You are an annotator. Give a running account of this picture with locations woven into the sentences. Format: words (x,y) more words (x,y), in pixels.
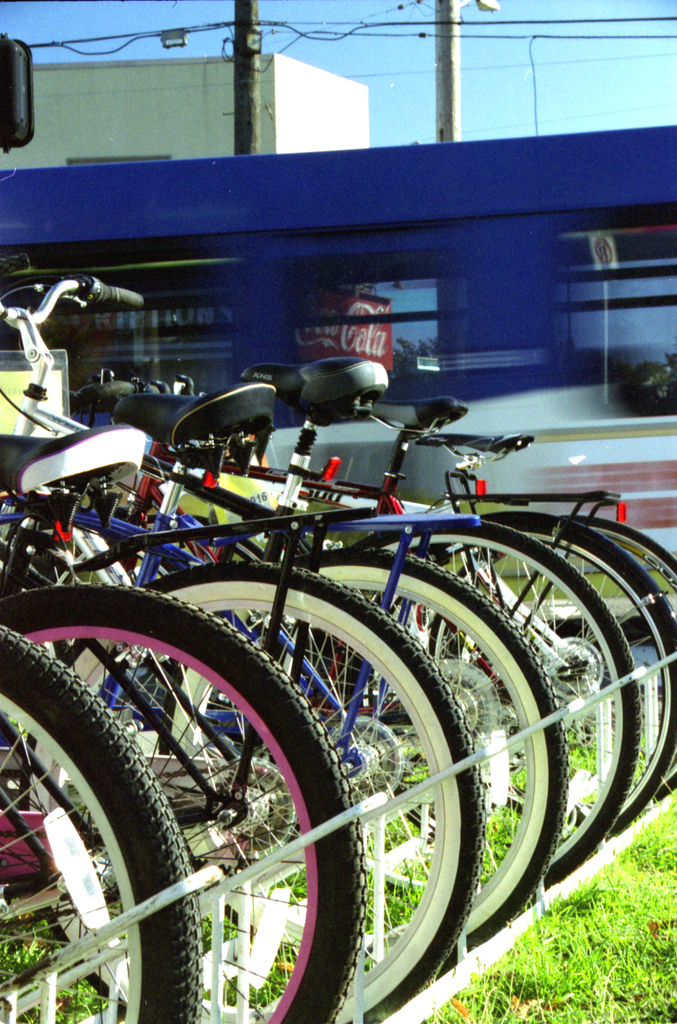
In this image there are few cycles (387,712) parked in the cycle stand (476,761). Beside them it seems like a vehicle (511,283). In the background (347,89) there is a building (122,91). Beside the building (109,93) there are two poles (453,91) to which there are wires (294,29). At the bottom (571,941) there is grass (598,941).
